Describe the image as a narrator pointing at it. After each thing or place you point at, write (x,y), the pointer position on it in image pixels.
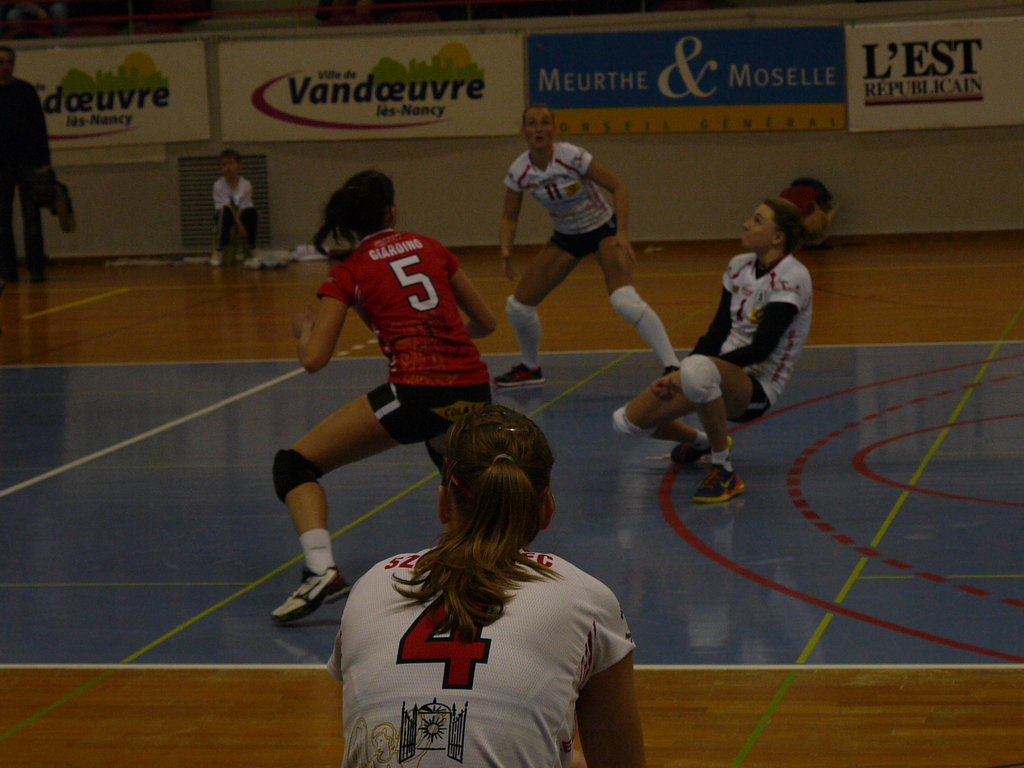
In this image we can see group of persons (502,551) playing on the floor (564,541). In the background (22,230) we can see persons (234,189), wall (442,181) and advertisements (590,132).
